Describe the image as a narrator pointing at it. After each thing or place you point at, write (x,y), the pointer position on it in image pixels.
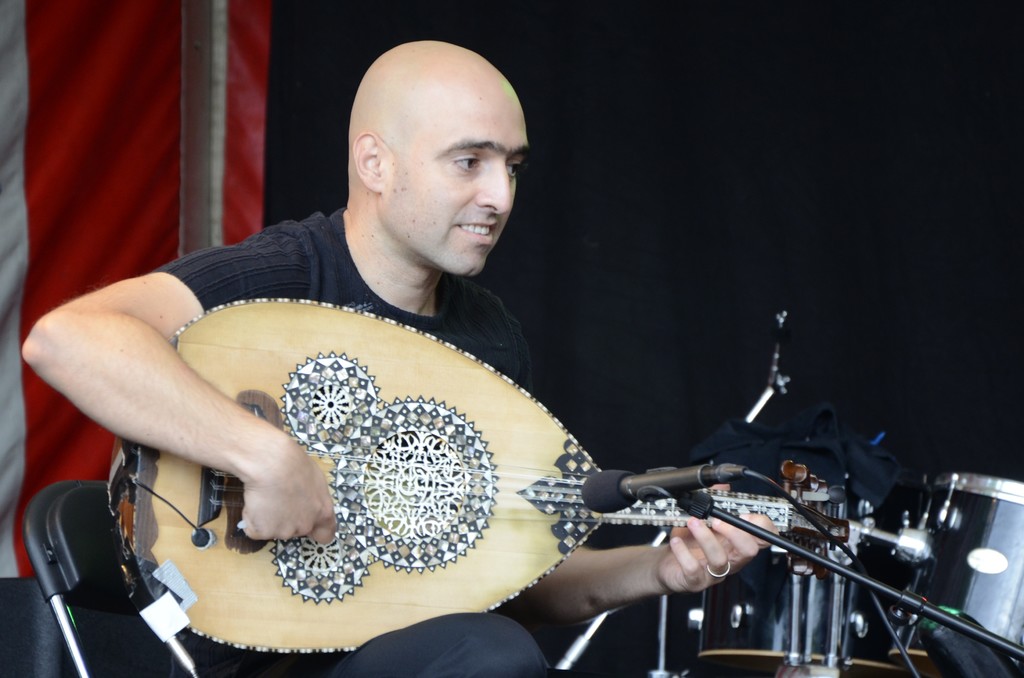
In the image we can see there is a man (459,79) who is sitting and holding oud (511,497) in his hand (751,517) and there is mic (604,493) with a stand (788,543) and behind there is a drum set (897,547) and the man (173,267) is wearing black colour t shirt (310,272).
